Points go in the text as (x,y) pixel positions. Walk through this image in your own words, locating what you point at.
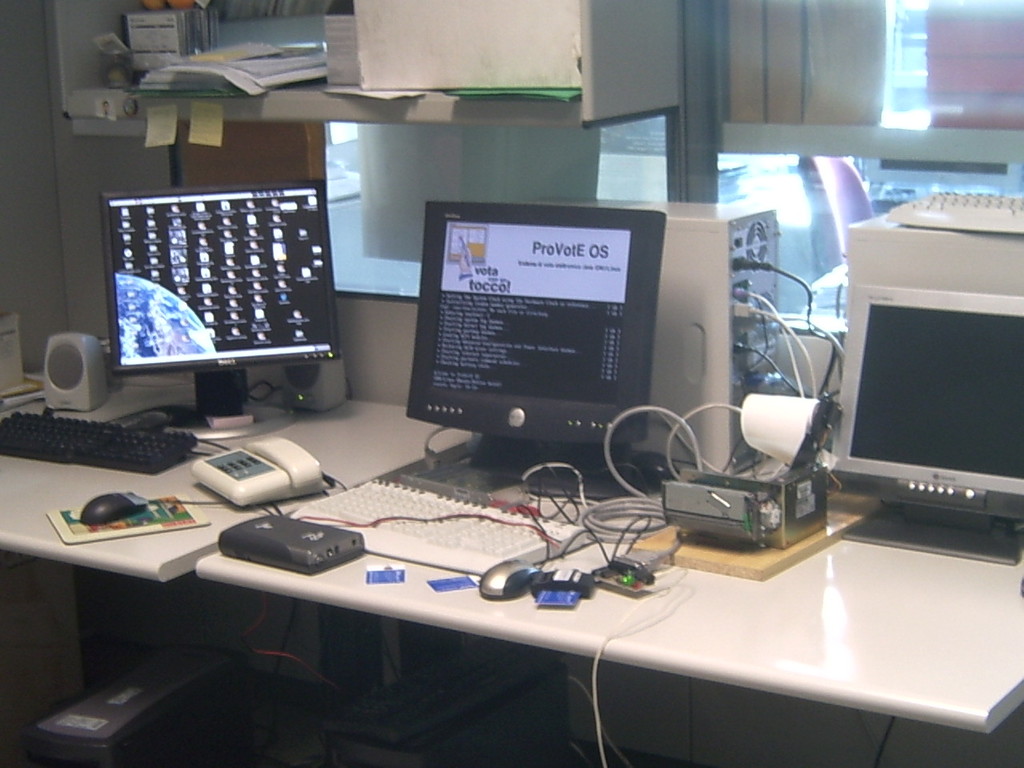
On this table (258,566) there are monitors (273,282), keyboards (113,452), telephone (262,478), speaker (97,367), device (305,538), cables (651,521), CPU (726,351) and book (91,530). Above the table (223,509) there is a rack (564,116). This rack (572,104) is filled with things (419,69).
